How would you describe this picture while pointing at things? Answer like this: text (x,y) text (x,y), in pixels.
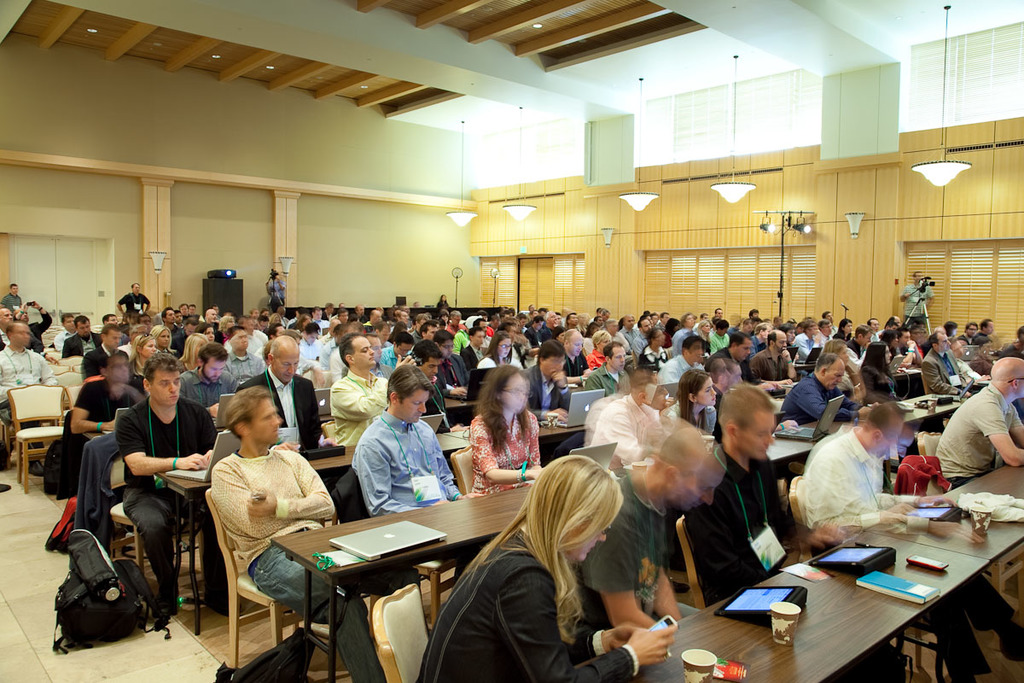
This picture is taken inside a classroom (372,251). There are many people (243,504) in the image. There are chairs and tables (304,541). On the table (429,519) there are laptops (404,542), tablets (751,590), books (928,590) and paper cups (975,519). Many people (607,413) in the image are wearing identity cards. There are lights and bulbs (740,194) hanging from the ceiling (694,38). At the right (920,299) there is a man (903,291) standing and in front of him there is a camera (925,286) on the tripod stand (926,314). In the background (467,278) there are people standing at the wall (272,265) and there is box (209,291).
